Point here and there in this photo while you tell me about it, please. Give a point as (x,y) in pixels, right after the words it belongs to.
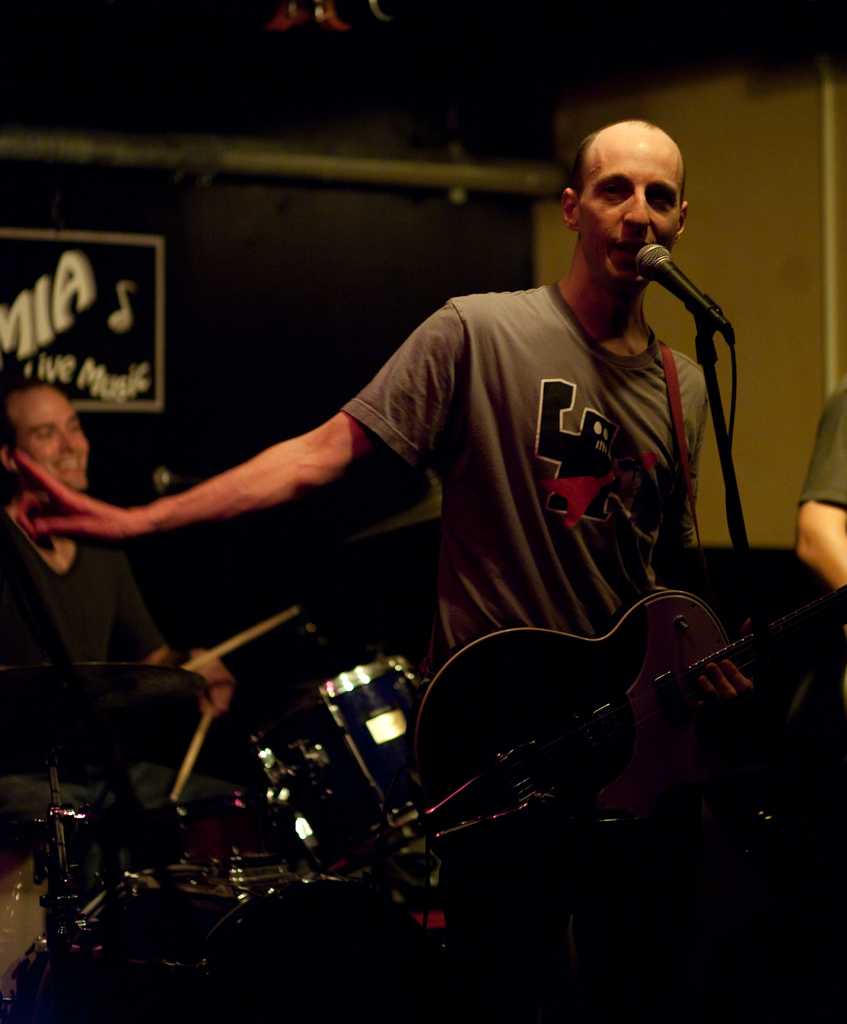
In this picture there is a man (537,406) who is singing on the mic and holding a guitar (584,701). Beside him I can see the person's hand (824,537) who is wearing t-shirt (817,464). On the left (68,431) there is a man (37,535) who is playing a drum (199,903) and he is sitting on the chair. In the background (73,369) I can see the board (123,296) which is placed on the black wall (240,350).
